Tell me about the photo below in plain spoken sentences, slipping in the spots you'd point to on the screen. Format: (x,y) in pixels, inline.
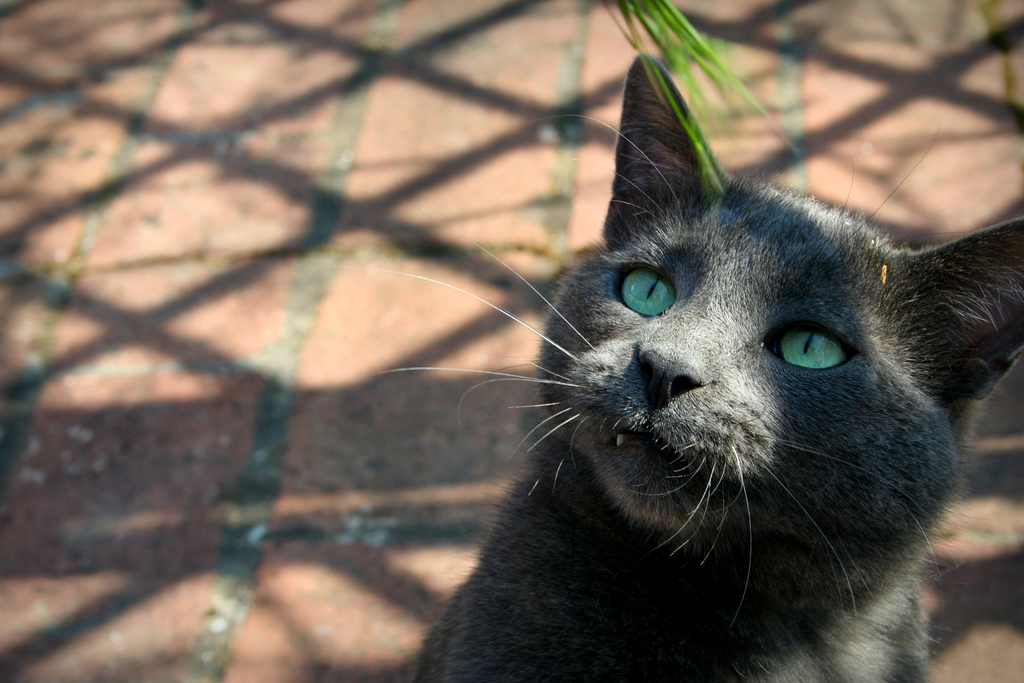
In the picture I can see a cat (817,519) whose eyes (644,286) are in light blue color.
